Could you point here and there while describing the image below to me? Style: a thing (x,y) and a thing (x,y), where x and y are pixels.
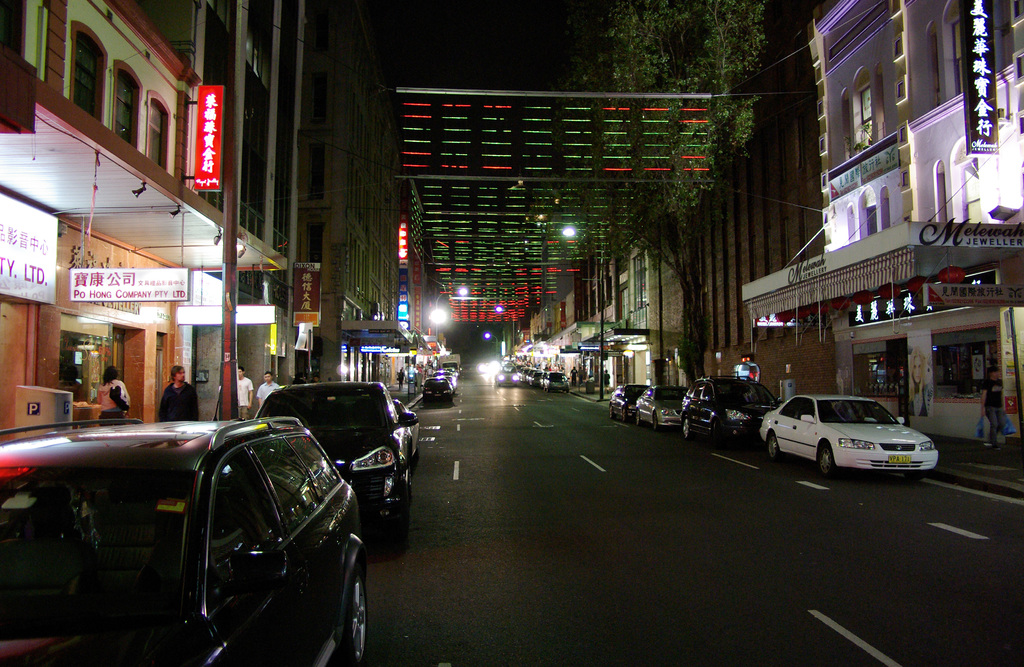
In this picture I can observe some cars (637,395) parked on either sides of the road (515,428). There are buildings (170,192) on either sides of the road (569,407). On the right side (709,42) I can observe trees (704,59). In the background (487,46) there is sky (446,40).
